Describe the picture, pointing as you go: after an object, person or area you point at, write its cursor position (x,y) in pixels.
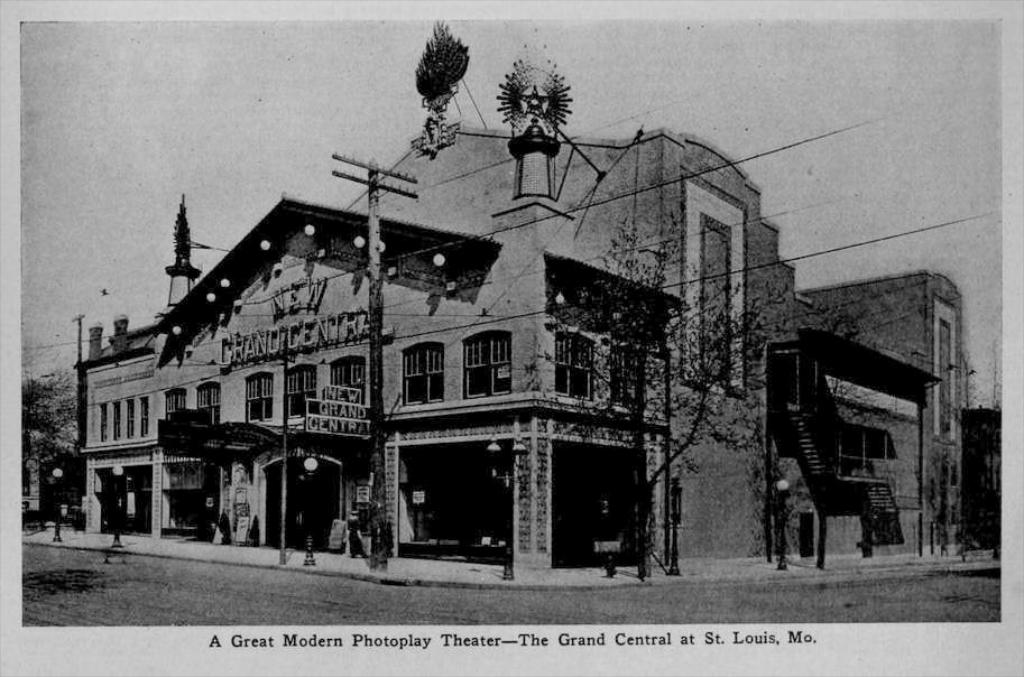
This is a black and white image. In this image we can see the picture of a building (115,338) with windows (251,380). We can also see some lights (310,469), trees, an utility pole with wires (346,343), some poles (284,541) and the sky (120,299) which looks cloudy. On the bottom of the image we can see some text (632,637).
